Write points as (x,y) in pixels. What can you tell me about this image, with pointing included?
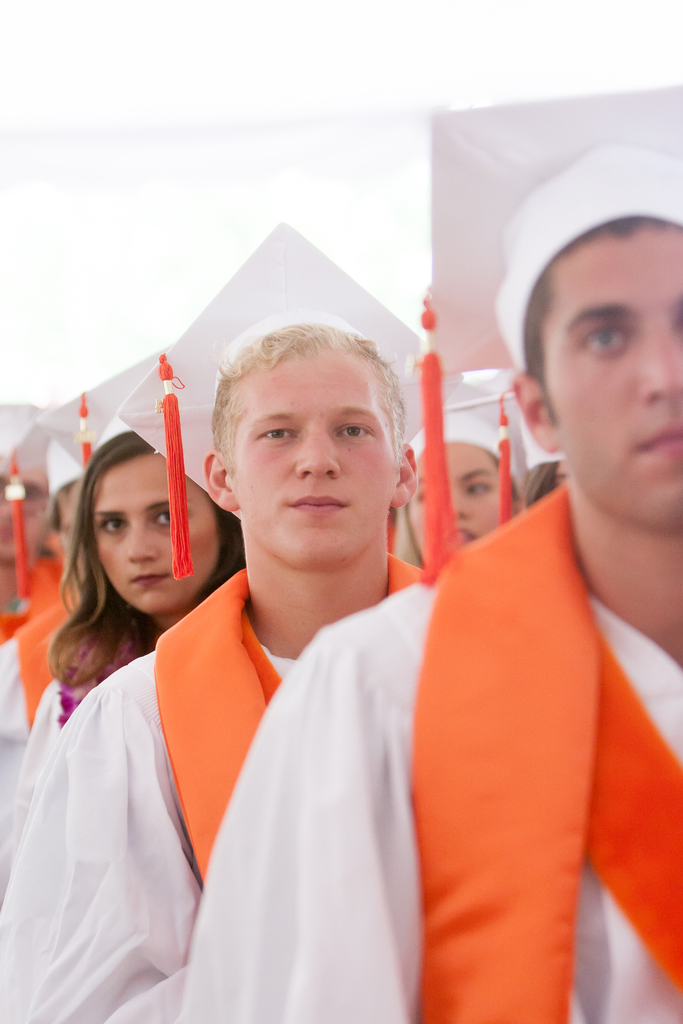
In this image we can see many people (231,575). There is a white background (307,71) in the image.
